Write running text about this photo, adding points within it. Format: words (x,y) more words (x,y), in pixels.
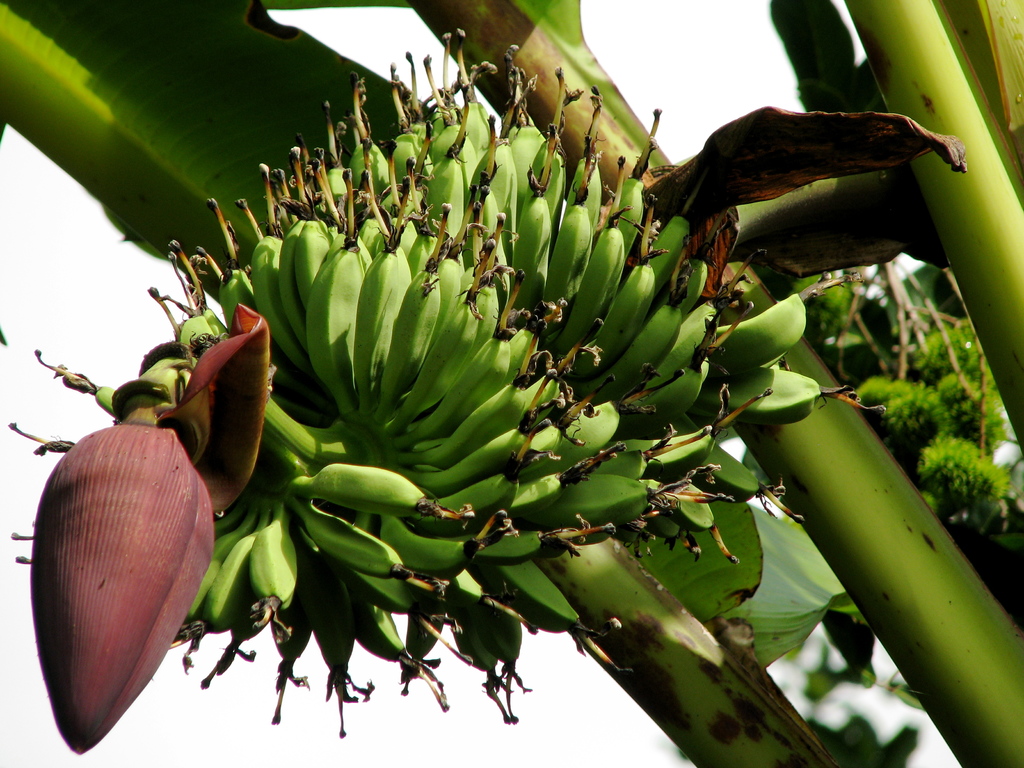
In this image we can see a banana tree (861,619) and a bunch of bananas (511,391). There is a banana flower (125,544) in the image.
